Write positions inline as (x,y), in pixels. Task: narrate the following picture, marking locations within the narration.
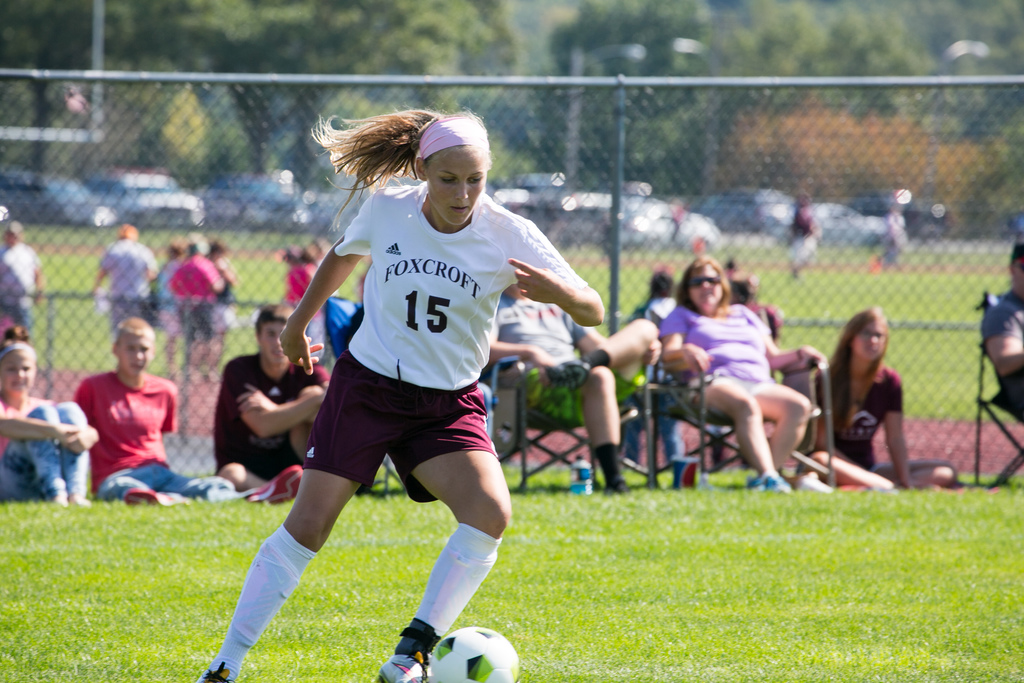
This woman (490,494) wore white t-shirt (435,377) and playing football. A ball (474,642) is on grass (592,627). Here three persons (675,355) are sitting on chairs (492,383) and few persons (102,482) are sitting on grass (121,523). This is fence (147,276). Background is blurry and we can able to see trees (777,108) and vehicles (136,186).
